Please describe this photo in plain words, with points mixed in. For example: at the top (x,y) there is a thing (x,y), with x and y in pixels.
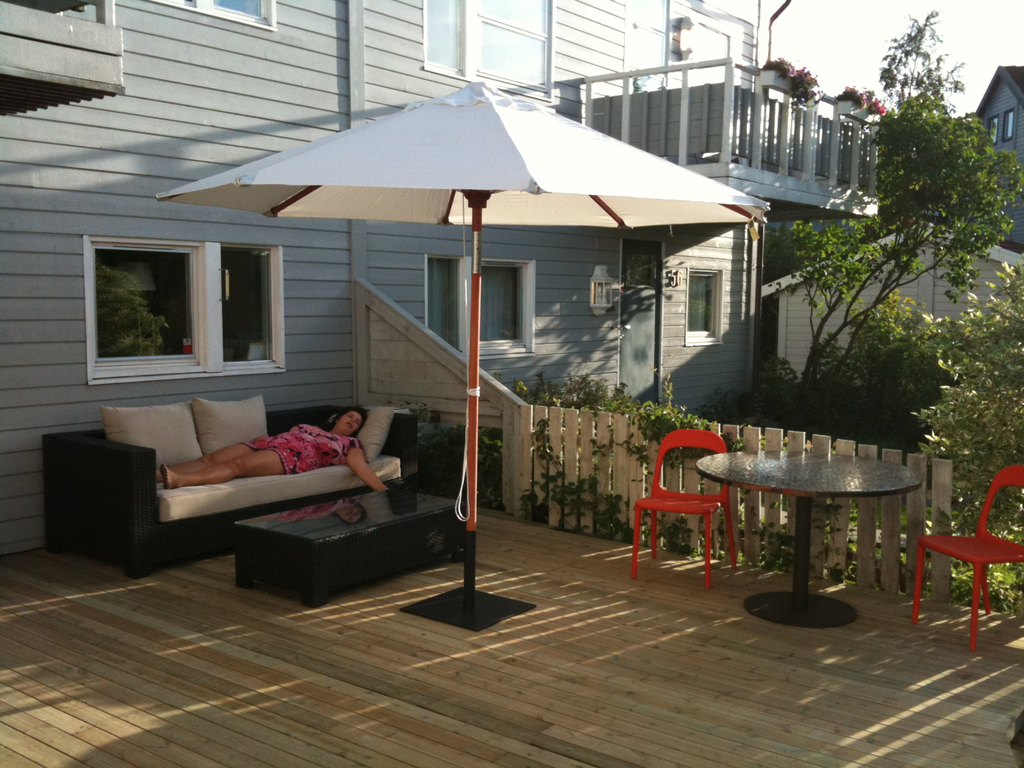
In this picture is a woman (301,451) lying on the couch (154,479) and there's a building (233,107) behind her and plants (861,398).
